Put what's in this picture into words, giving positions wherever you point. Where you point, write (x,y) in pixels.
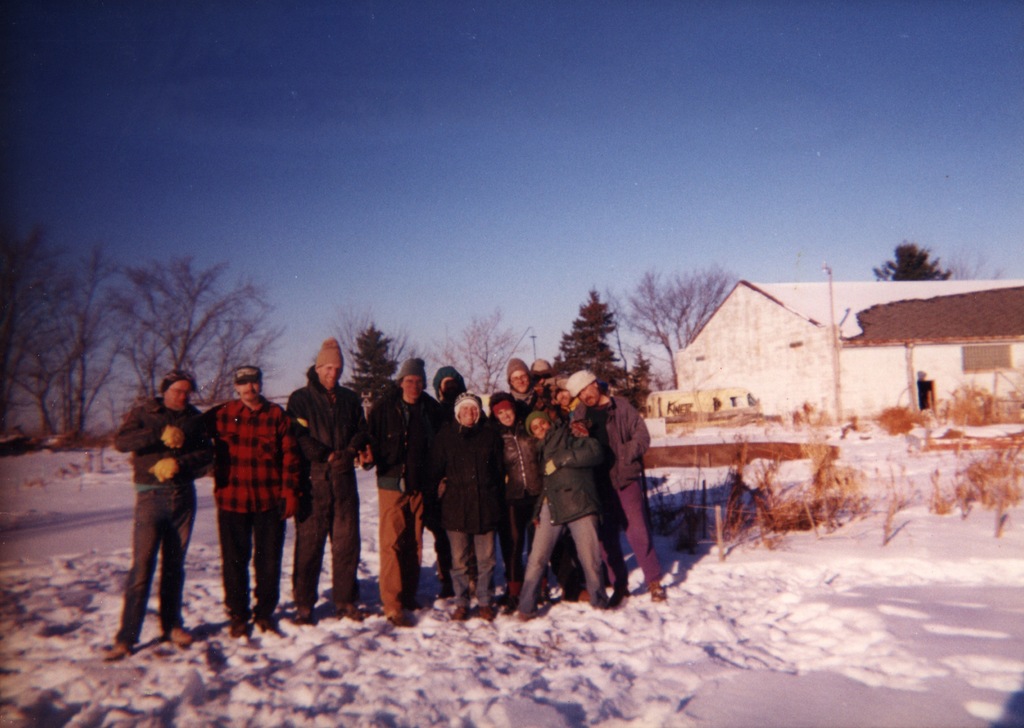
In this picture we can see some people (374,453) standing here, at the bottom (566,614) there is snow (729,682), we can see a house (914,363) on the right side (984,351), in the background (589,321) there are some trees (601,331), we can see the sky (459,136) at the top of the picture (436,125).
